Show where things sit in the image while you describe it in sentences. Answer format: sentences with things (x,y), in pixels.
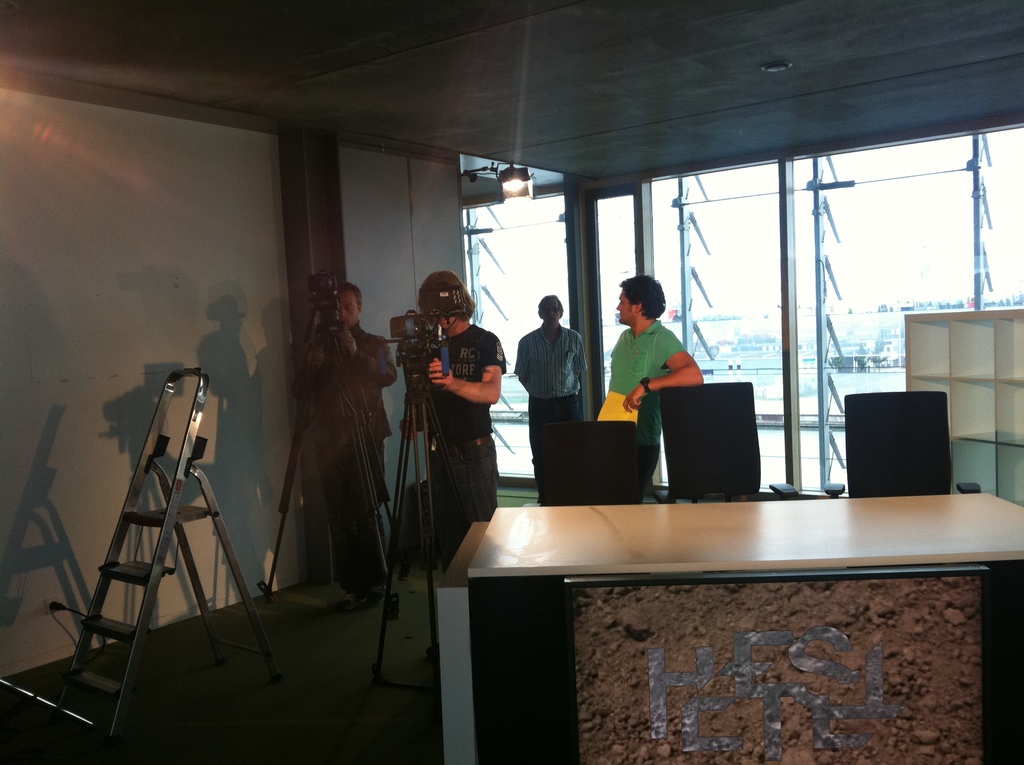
In the middle (441,488) there are four persons (547,411) standing in front of the chair (688,411) and in front of camera stand (427,481). At the bottom (445,605) table (594,661) is there. The walls (96,325) are white in color and a roof top (752,143) is there. In the middle (517,311) windows (882,280) are visible through which sky (880,260) and buildings (871,340) are visible and a ladder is there. This image is taken inside a room (192,664).
